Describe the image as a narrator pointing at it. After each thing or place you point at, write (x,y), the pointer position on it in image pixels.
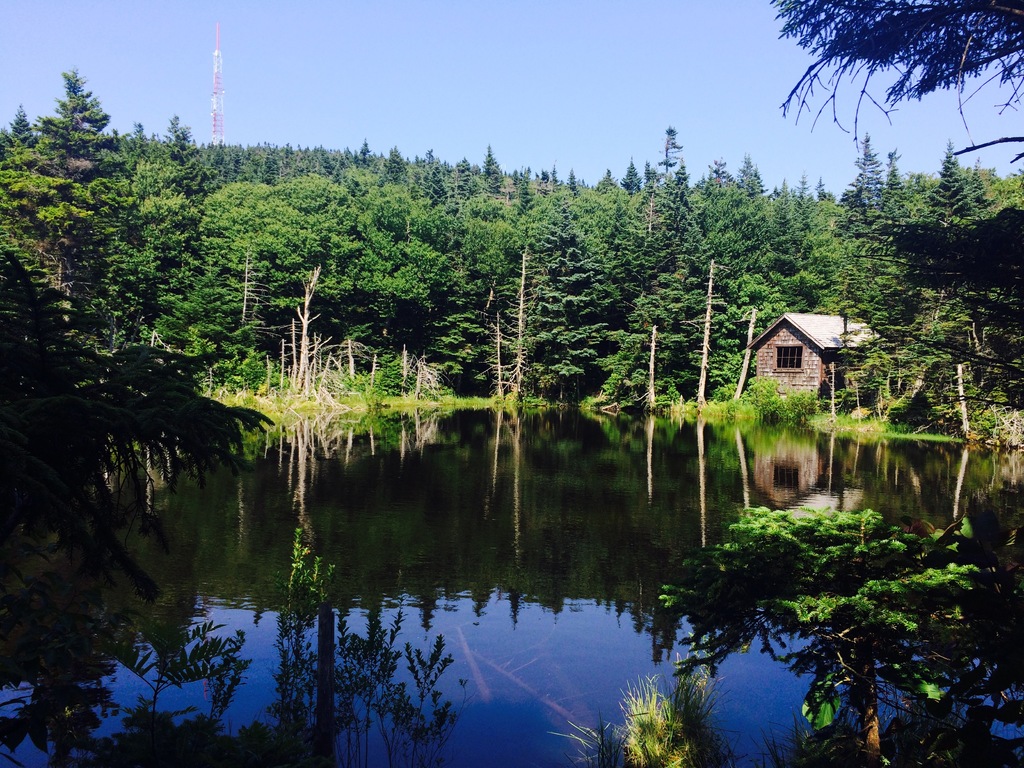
In this image we can see the water (333,585). Behind the water (892,517) we can see a group of trees (559,353), plants (862,426) and a house (801,355). At the top (447,107) we can see the sky (229,101) and a tower (223,101). In the water (222,484) we can see the reflection (593,514) of trees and the sky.
